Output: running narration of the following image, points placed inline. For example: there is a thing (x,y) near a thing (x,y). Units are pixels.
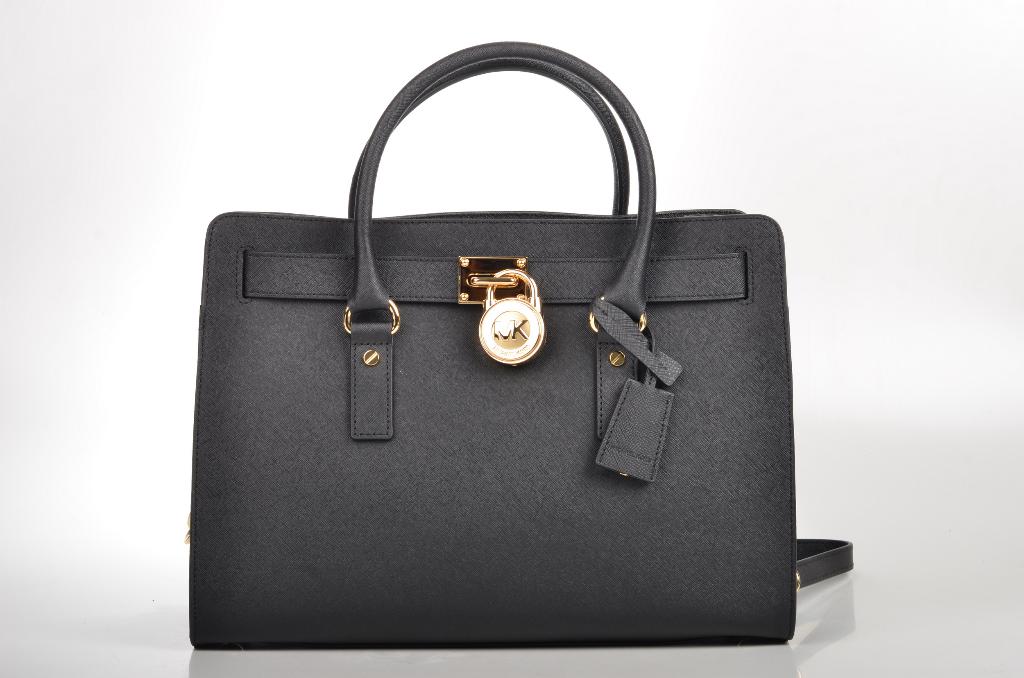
In this image i can see a bag (575,439).
